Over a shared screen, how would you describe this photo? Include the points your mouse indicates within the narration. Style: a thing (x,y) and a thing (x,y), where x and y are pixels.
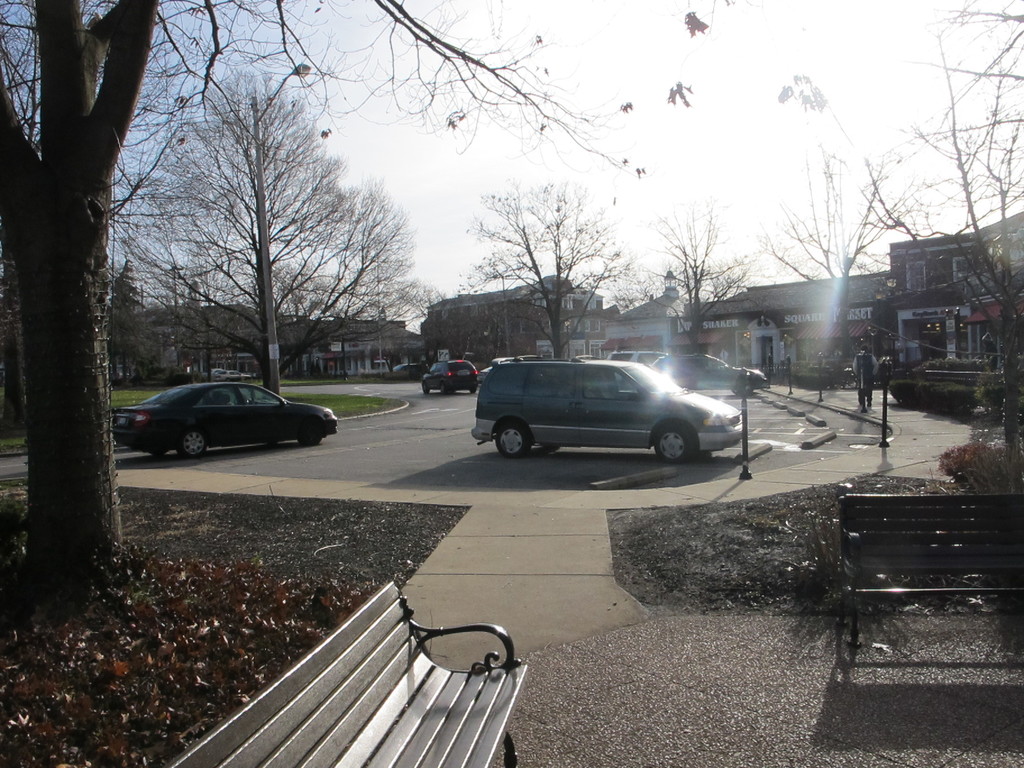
In this image we can see benches (476,682), cars (495,407), buildings (389,320), trees (227,308) and poles (745,459). On the sidewalk (922,424) a person (866,394) is moving. To the left side of the image (153,640) dry leaves (167,676) are present on the floor (166,600).
